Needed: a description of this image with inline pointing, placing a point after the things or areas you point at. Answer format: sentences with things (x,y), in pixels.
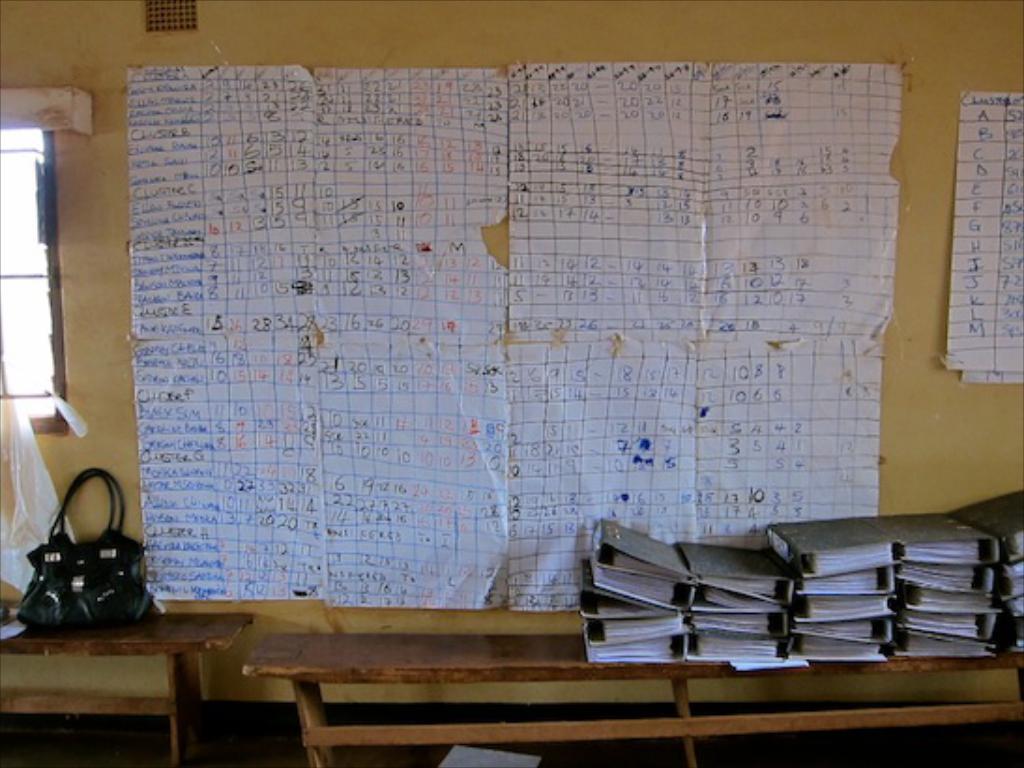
The wall (362,619) of the room which has a sheet (845,108) like chart (181,81) in which on the left corner (190,297) the names (186,532) are written in the tabular column (381,252) which has some numbers (328,511) and also there are two benches (923,669) which has black purse (30,618) and some files (611,533) placed on the tables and also a window (7,206) and a vent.
